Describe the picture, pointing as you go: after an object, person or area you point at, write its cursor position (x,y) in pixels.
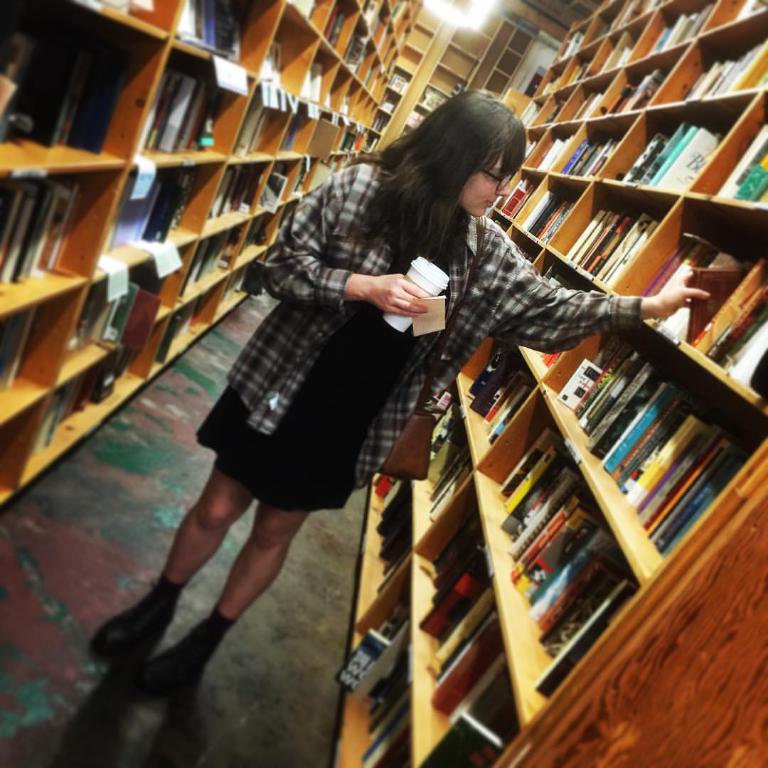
In the middle of the picture (372,462), we see the girl (252,378) in the black dress (331,381) is standing. She is holding a glass (404,318) in her hands (404,306). On either side of the picture, we see racks (42,149) in which many books (259,125) are placed. In the background (384,77), we see books (352,65) which are placed in the rack (424,82). This picture might be clicked in the library (466,498).
